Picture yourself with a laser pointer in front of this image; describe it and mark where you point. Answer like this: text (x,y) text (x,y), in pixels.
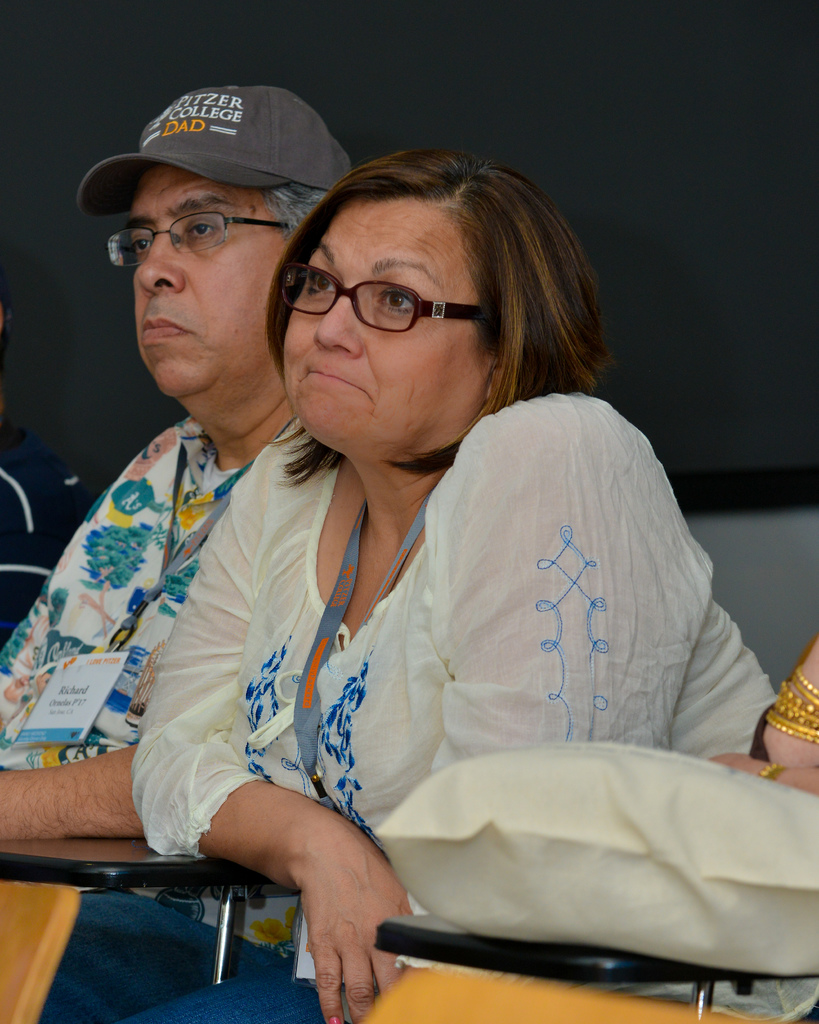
In this image we can see man (181,553) and a woman (254,655). They are wearing specs (192,223) and tags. Man (159,226) is wearing a cap (158,117). Near to them there are stands (435,938). In the back (577,147) there is a wall (99,67).
